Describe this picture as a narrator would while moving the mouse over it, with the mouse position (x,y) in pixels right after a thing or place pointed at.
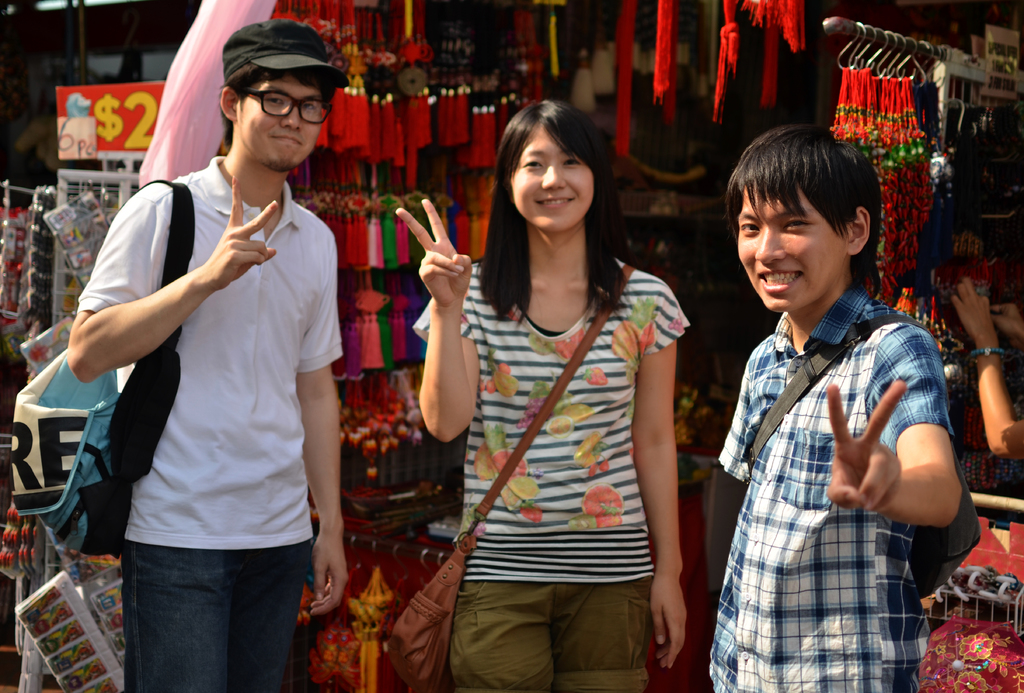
In this image in the foreground (219,280) there are three persons (219,280), wearing bags (945,572), in the background (674,249) there is a shop (709,253), in front of the shop (68,163) there are some objects (379,72), may be there are some objects (372,227) attached to the hanger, on the right side (967,282) I can see a person's hands (984,322).
